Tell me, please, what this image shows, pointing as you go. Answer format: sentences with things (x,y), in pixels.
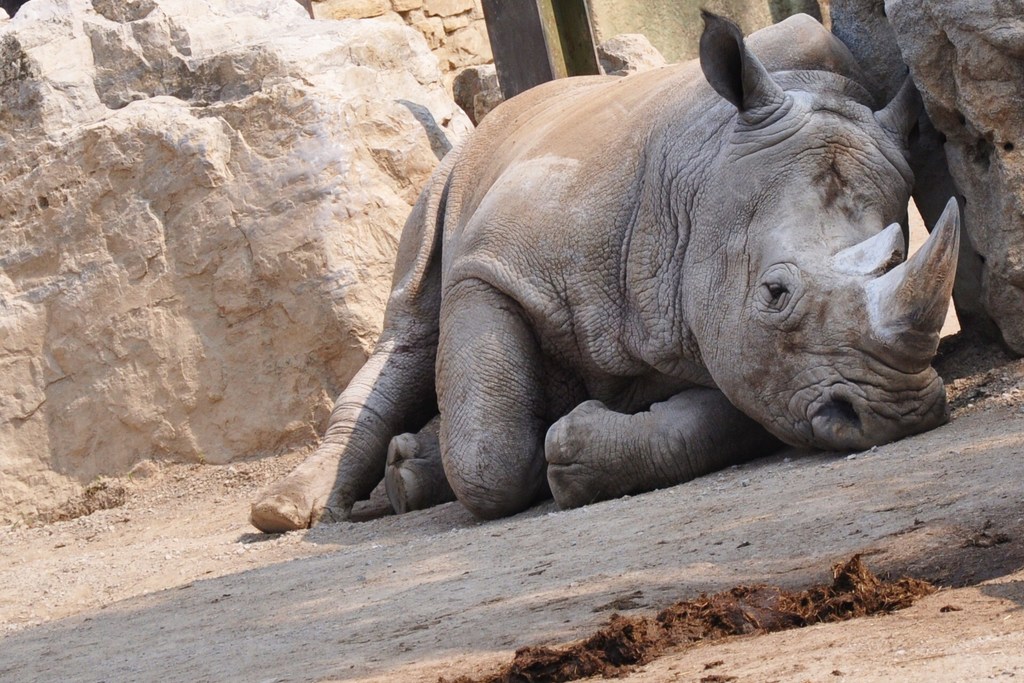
In this image we can see a rhinoceros (605,285). Also there are rocks (1019,74).
